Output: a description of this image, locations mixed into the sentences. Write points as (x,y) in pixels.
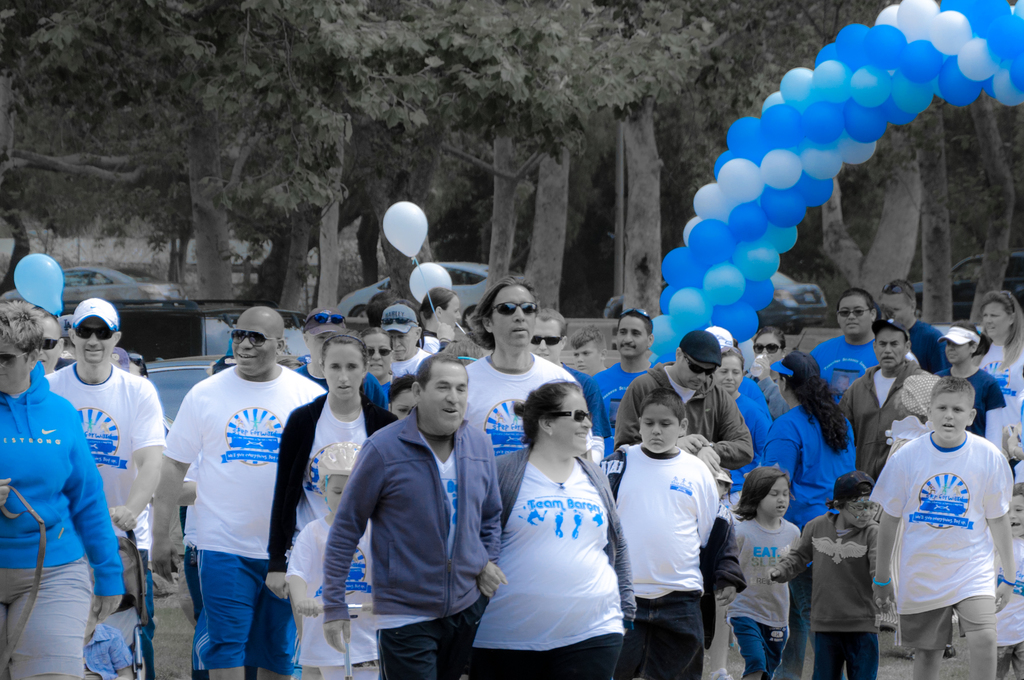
In this image I can see a crowd (307,446) on the road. In the background (791,218) I can see balloons (720,281), vehicles (170,306) on the road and trees (381,205). This image is taken during a day.
